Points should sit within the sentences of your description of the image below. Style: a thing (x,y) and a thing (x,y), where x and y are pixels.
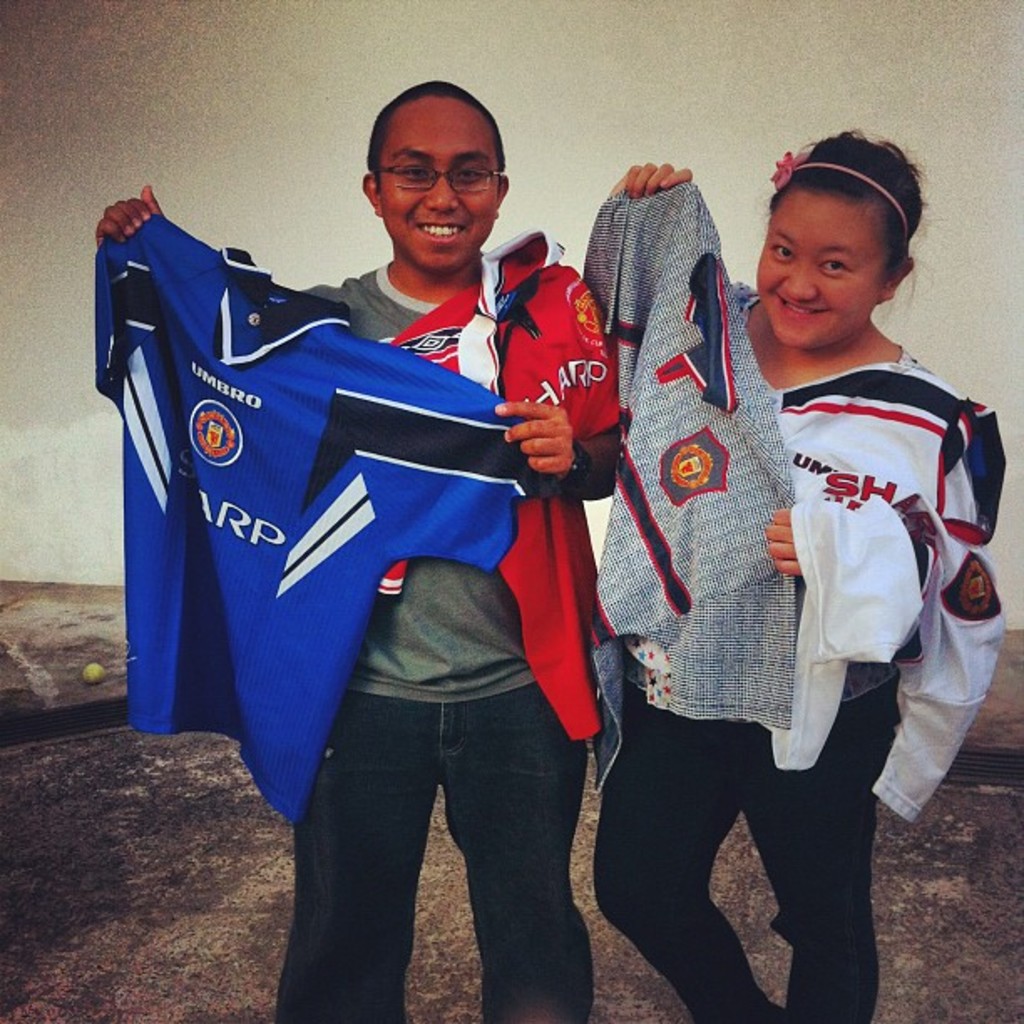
In this image I can see there are persons (501,889) standing on the ground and holding a clothes (242,562). In the background (373,256) there is an object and a wall (235,176).
